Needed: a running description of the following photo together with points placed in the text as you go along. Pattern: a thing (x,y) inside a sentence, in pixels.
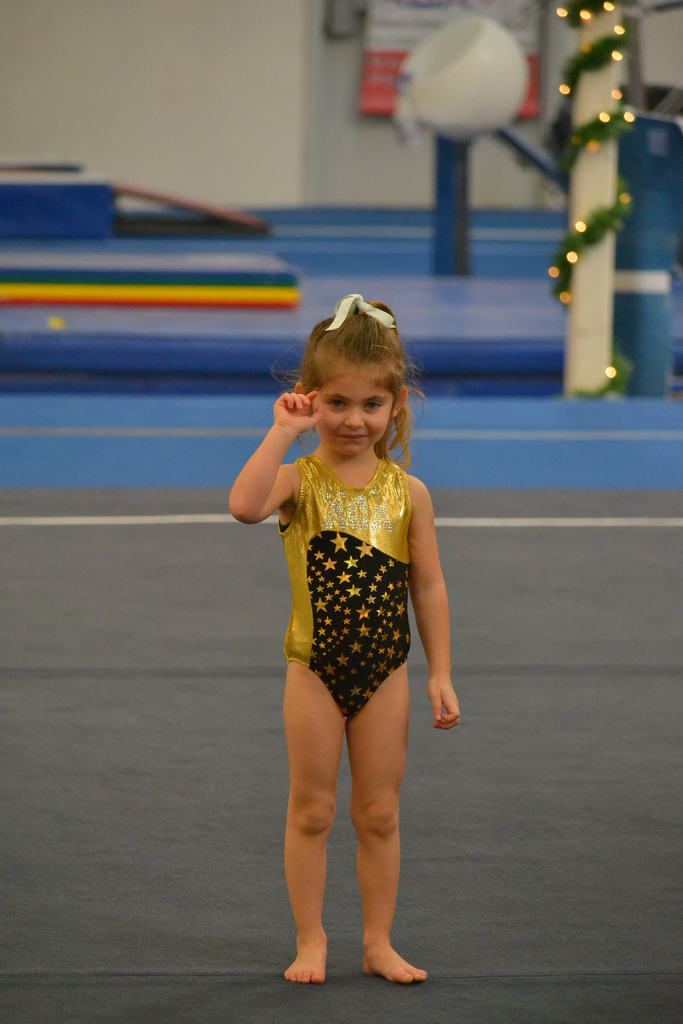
This image consists of girl (365,578) wearing a golden color dress (339,653). At the bottom (186,916), there is a floor (215,852). In the background (645,64), we can see a pole (603,310) and a wall (240,114).
